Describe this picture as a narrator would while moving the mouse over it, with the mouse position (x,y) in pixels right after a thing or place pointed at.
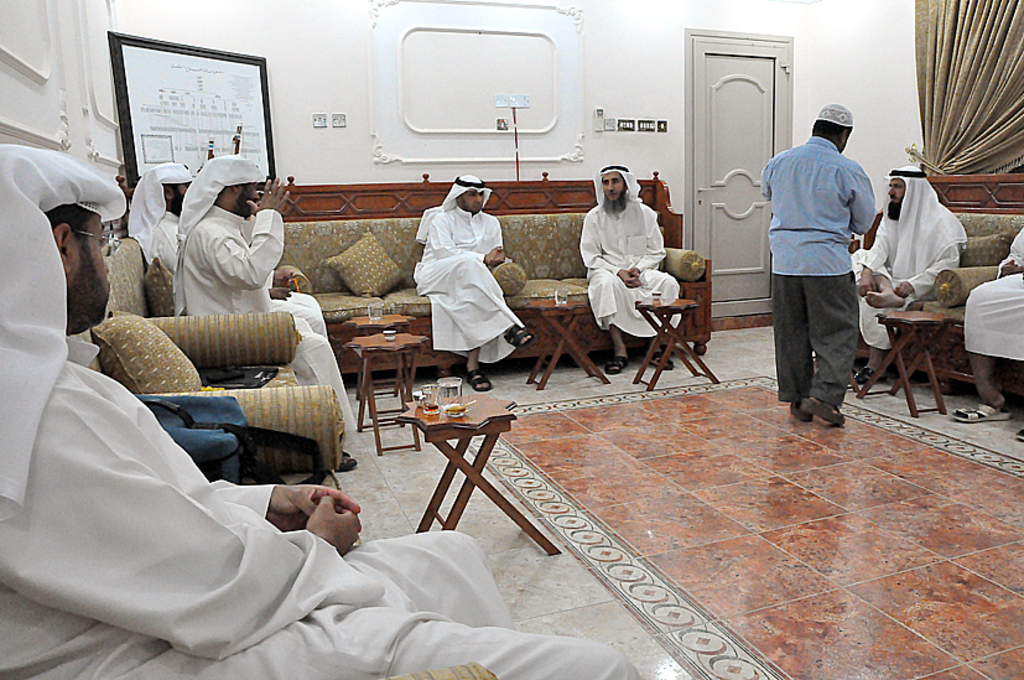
In this picture we can see some people (249,272) sitting on sofa (311,250) with pillows (342,275) beside to them and here person (849,263) in middle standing and serving them and in front of them there is table (488,419) and on table (400,324) we can see glasses (430,413) and in background (397,95) we can see wall (882,49), doors (710,89), curtains (948,85), frames (227,88).
